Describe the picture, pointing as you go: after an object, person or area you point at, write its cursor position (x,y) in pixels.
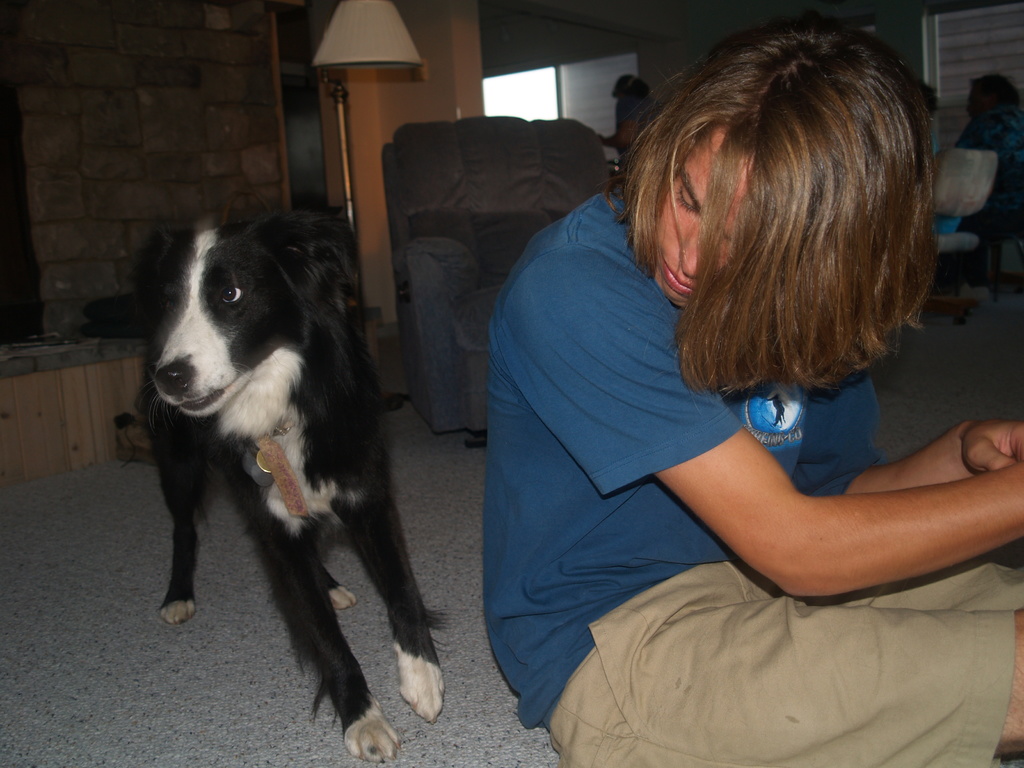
In this picture, we can see a few persons (649,276), a dog (366,494) and some objects (350,197) on the floor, wall (365,219) with windows (508,79) and we can see some chairs (511,145).
